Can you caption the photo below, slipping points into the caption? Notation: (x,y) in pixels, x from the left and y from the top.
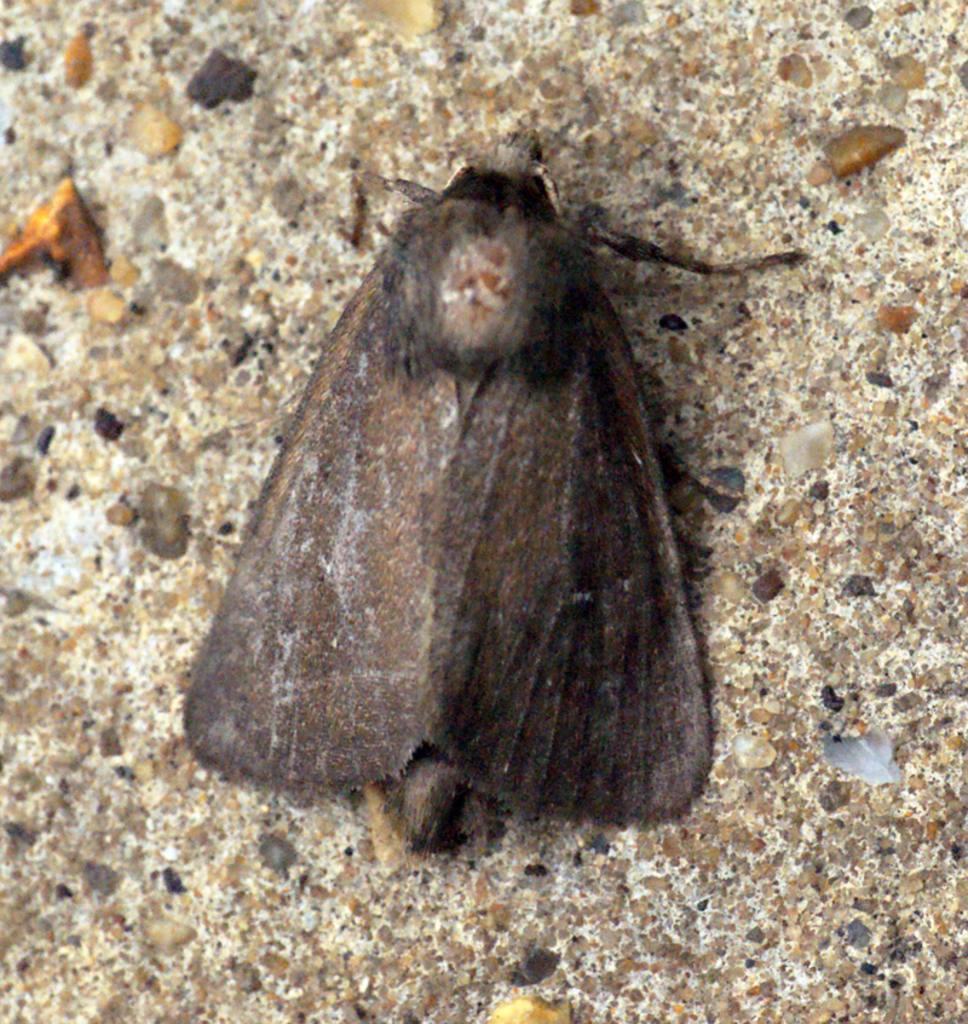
Here we can see an insect (369,603).
